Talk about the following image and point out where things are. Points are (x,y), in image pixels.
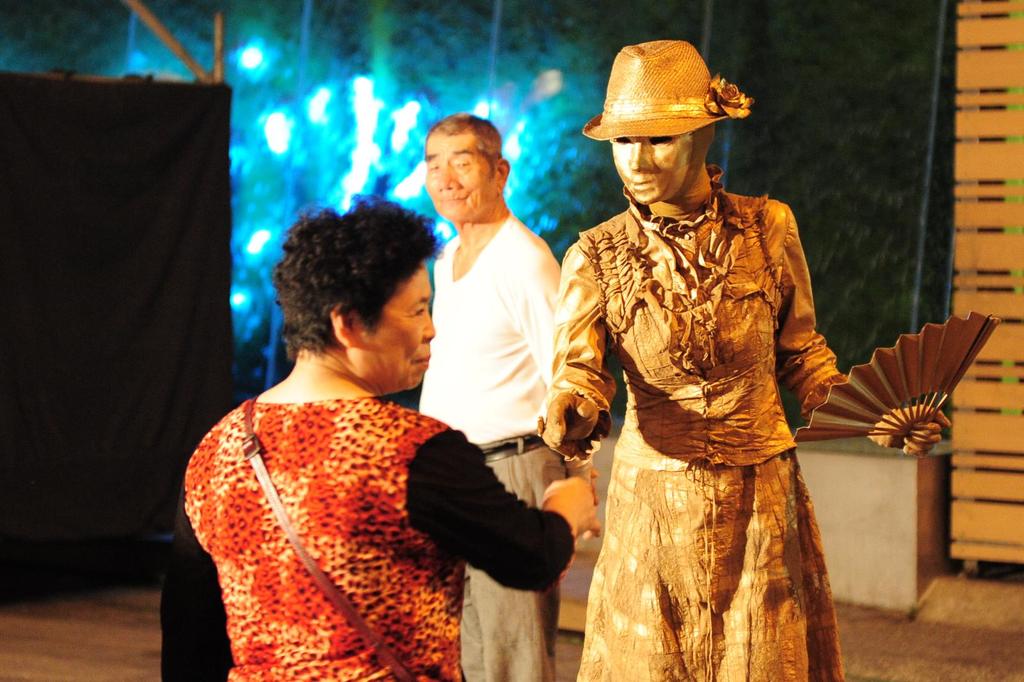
In the middle of the image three persons (763,436) are standing. Behind them there is a wall (578,71).
